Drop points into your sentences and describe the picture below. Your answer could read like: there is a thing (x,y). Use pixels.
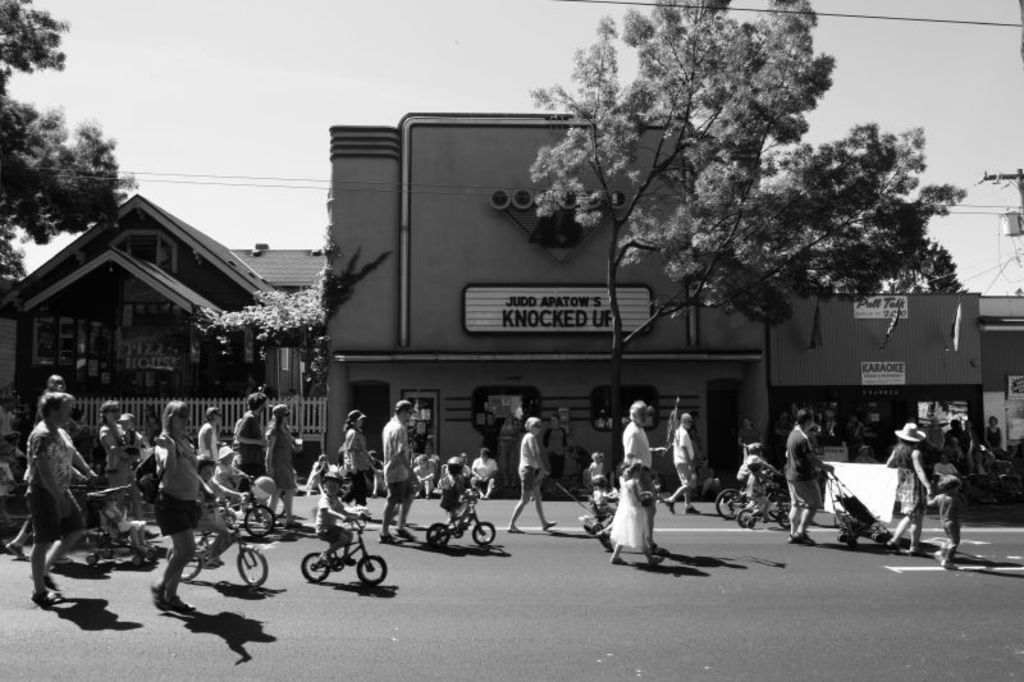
In this image I can see some people (277,494) and the vehicles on the road (518,579). In the background (403,352), I can see the trees (802,280) and the buildings (675,355) with some text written on it. At the top (315,80) I can see the sky (219,81). I can also see the image is in black and white color.
